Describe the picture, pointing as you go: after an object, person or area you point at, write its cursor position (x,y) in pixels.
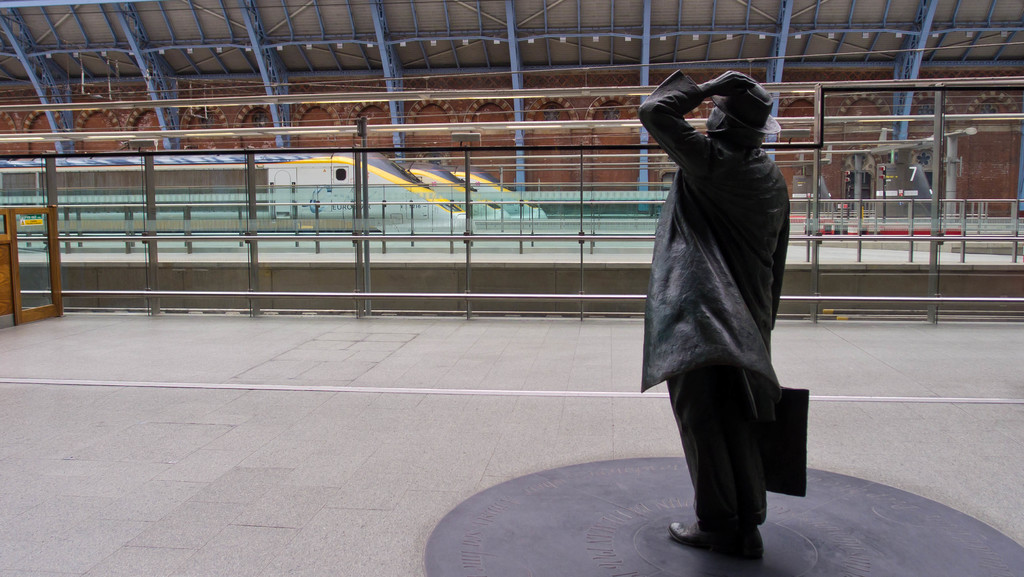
In this image, I can see a statue (761,307) of a person (749,401) standing on the floor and holding an object (783,478). There are iron grilles (376,243) and three trains (439,178). At the top of the image (251,15), I can see a shed (507,45). In the background (533,79), there is the wall (478,107).
